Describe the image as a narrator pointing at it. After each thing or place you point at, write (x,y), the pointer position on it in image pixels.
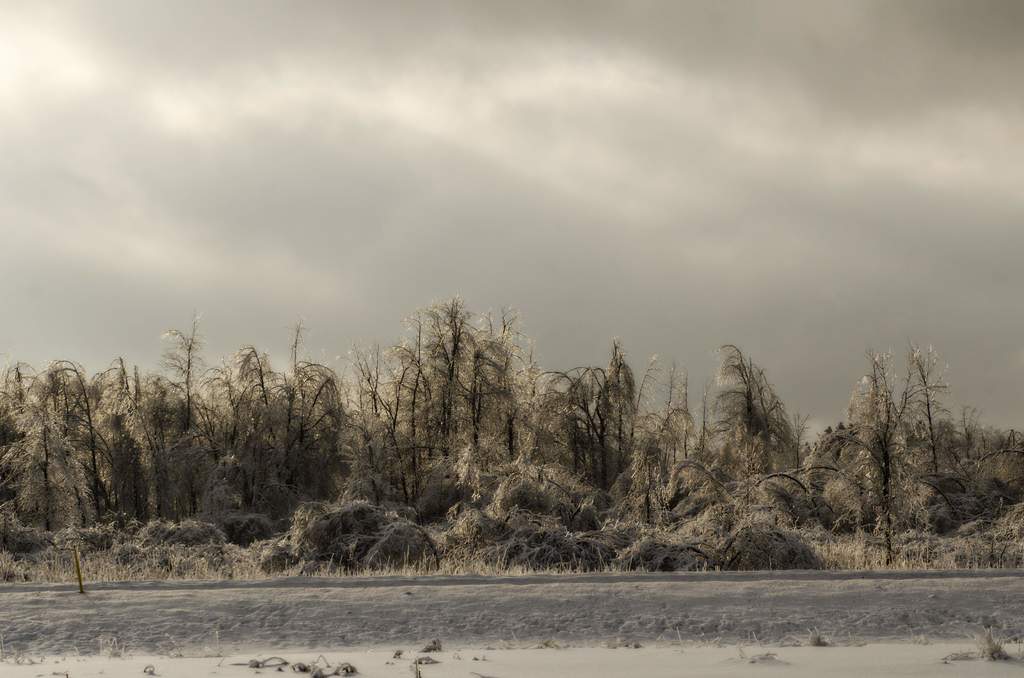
In the picture I can see the sun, trees (306,492) and the cloudy sky (425,99) in the background (683,263).
